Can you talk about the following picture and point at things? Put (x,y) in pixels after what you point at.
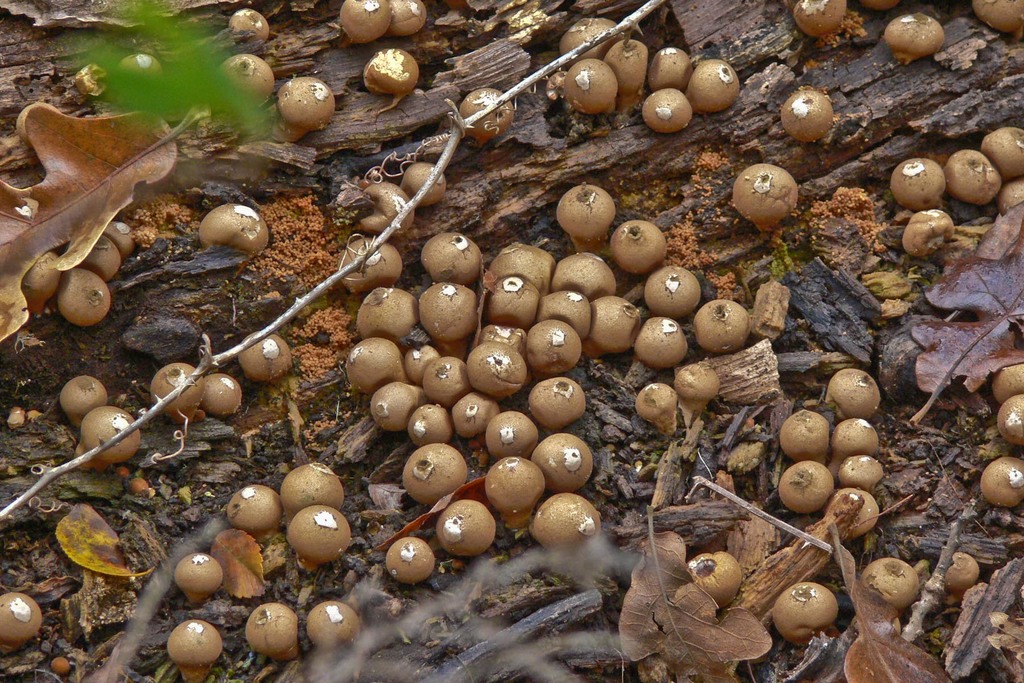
In this picture we can see mushrooms (500,373) and leaves (872,612).
